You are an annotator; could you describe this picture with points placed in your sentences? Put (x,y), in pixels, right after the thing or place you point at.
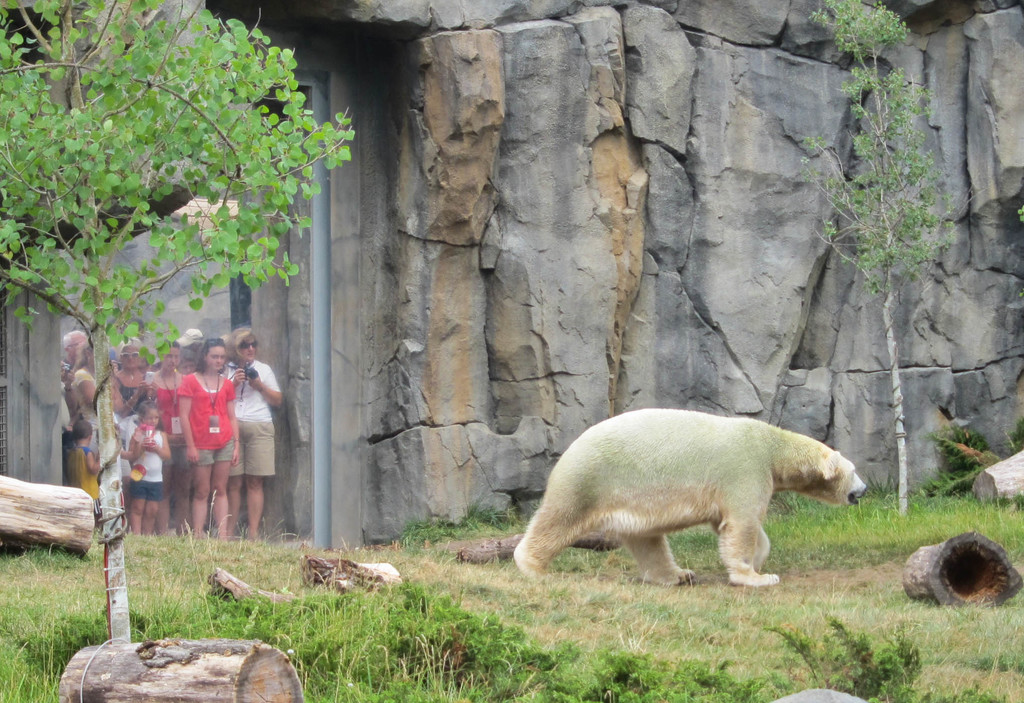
In the image we can see a bear (557,545) is walking on the ground (648,612) and there are trees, logs (204,681) and grass (403,593) on the ground (394,606). In the background (619,371) there is a rock wall (584,326) and few persons (260,389) are standing at the glass door (110,356).
